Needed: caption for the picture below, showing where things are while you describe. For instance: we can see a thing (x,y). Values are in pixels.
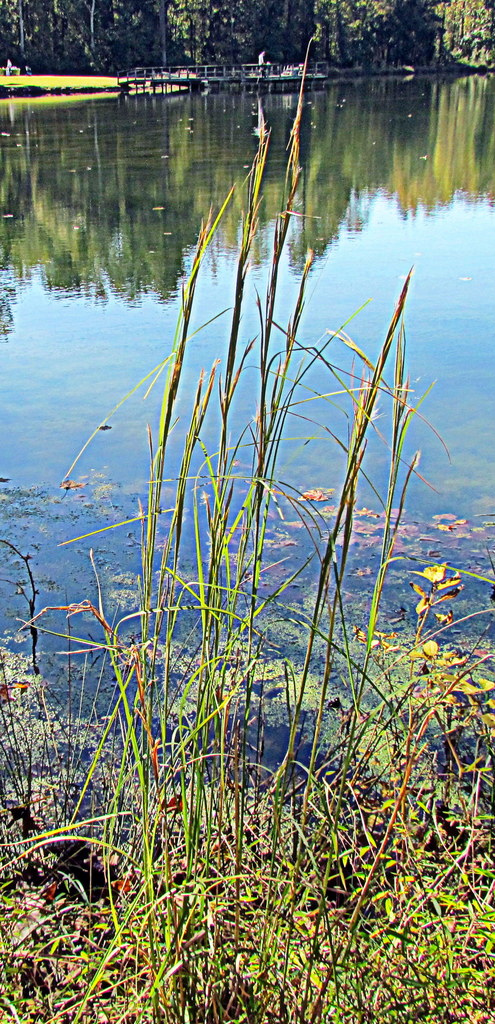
In this image in the front (253,612) there are plants (197,775). In the center (256,451) there is water (260,217) and in the water (317,481) there are leaves (396,515). In the background (242,61) there are trees (367,30), there's grass (76,82) on the ground (69,87) and there is a bridge (234,65).
